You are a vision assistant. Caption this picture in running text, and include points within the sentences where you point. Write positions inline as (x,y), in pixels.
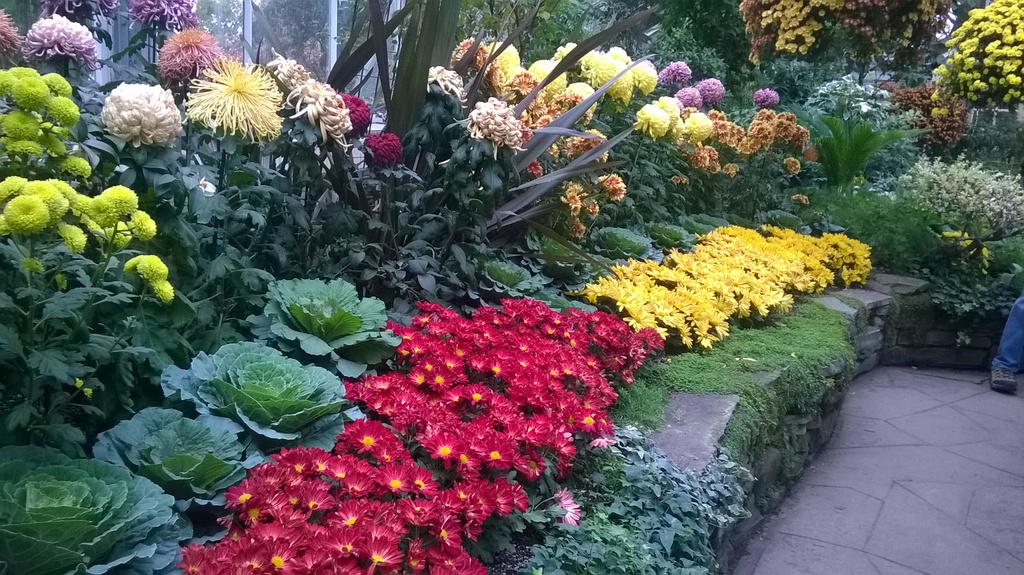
This is looking like a garden (462,256). In this image I can see many plants (482,414) having different color leaves (583,310) and flowers (244,116). In the right bottom (871,490) I can see the floor (838,483) and a wall (867,350). Here I can see a person's leg (1008,335) wearing jeans (1006,352) and shoe (1000,376).
